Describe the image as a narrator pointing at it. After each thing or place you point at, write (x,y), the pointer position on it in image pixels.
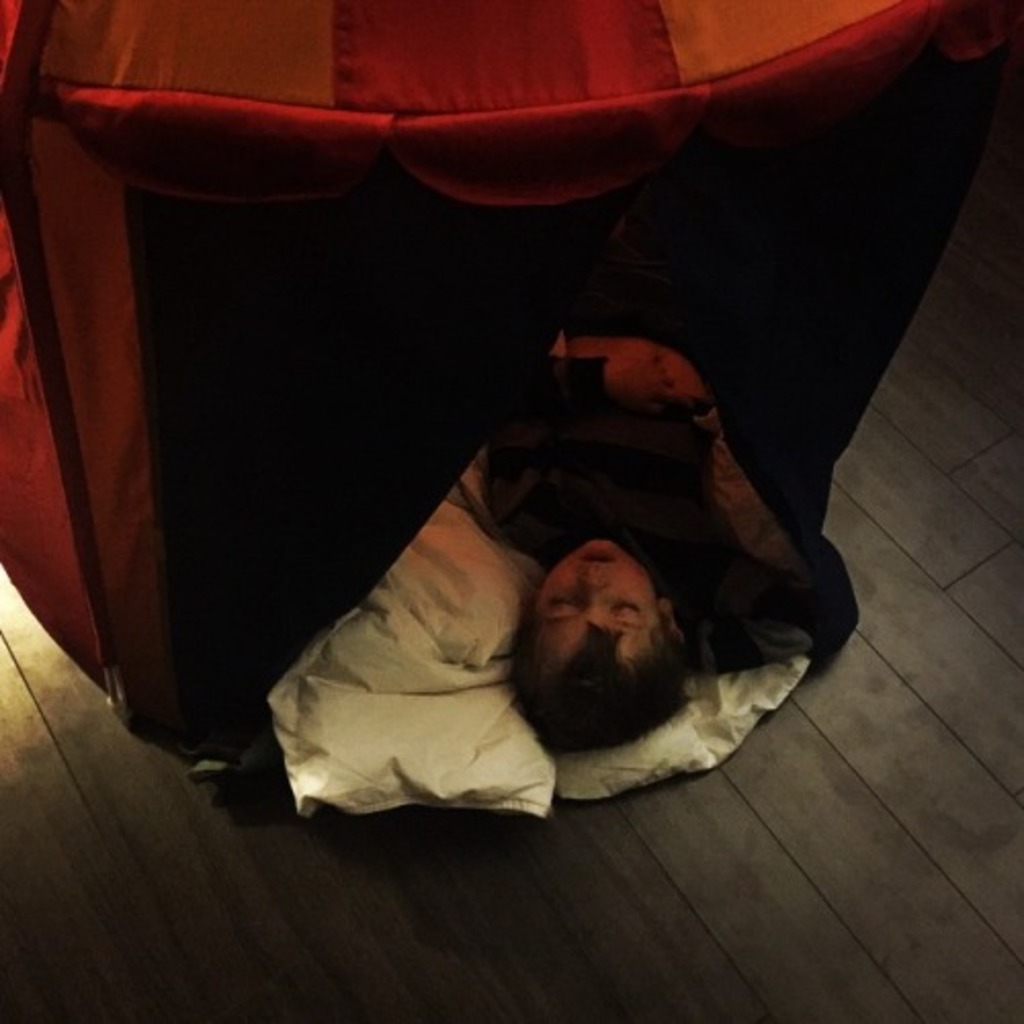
This image consists of a person (700,525) sleeping on the floor (663,816). At the bottom (470,785), we can see a white cloth (324,731). In the front (493,236), it looks like a tent (413,233) in red color. The floor (423,935) is made up of wood (115,934).
